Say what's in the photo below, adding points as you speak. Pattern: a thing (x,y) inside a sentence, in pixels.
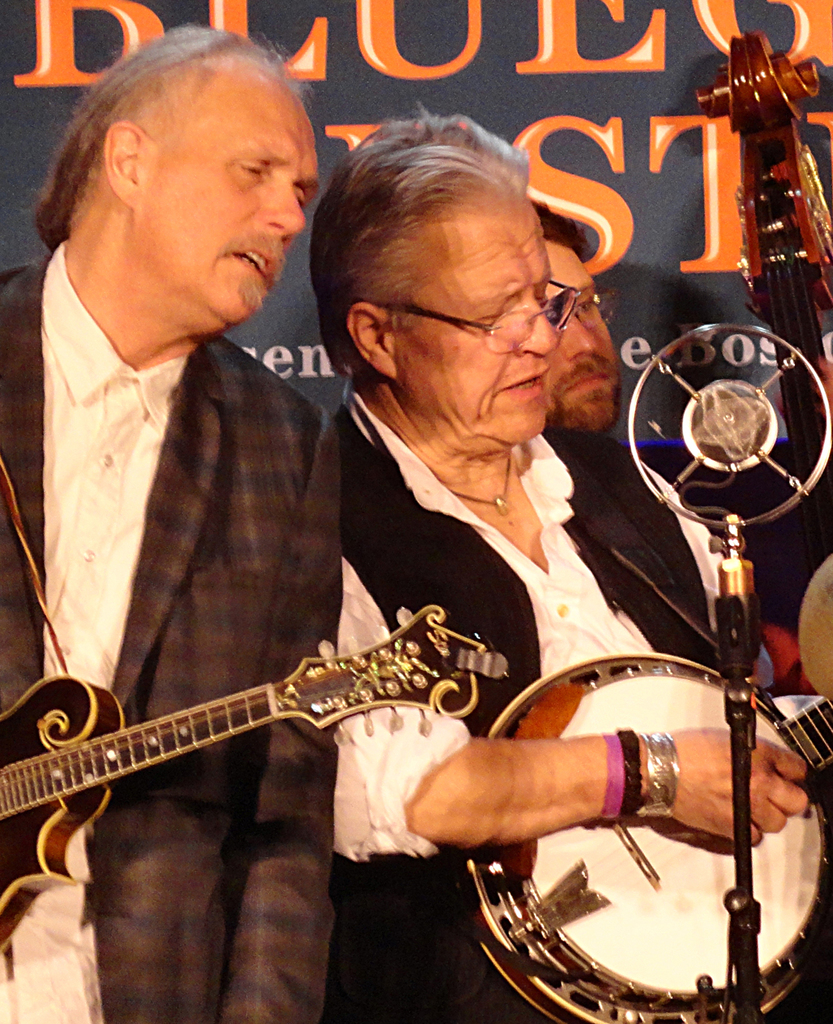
In this image I can see a two people (412,979) standing and holding musical instruments (546,957). They are wearing white shirts (573,630) and different blazers (377,443). Back I can see a black board (639,116) and something is written on it.
